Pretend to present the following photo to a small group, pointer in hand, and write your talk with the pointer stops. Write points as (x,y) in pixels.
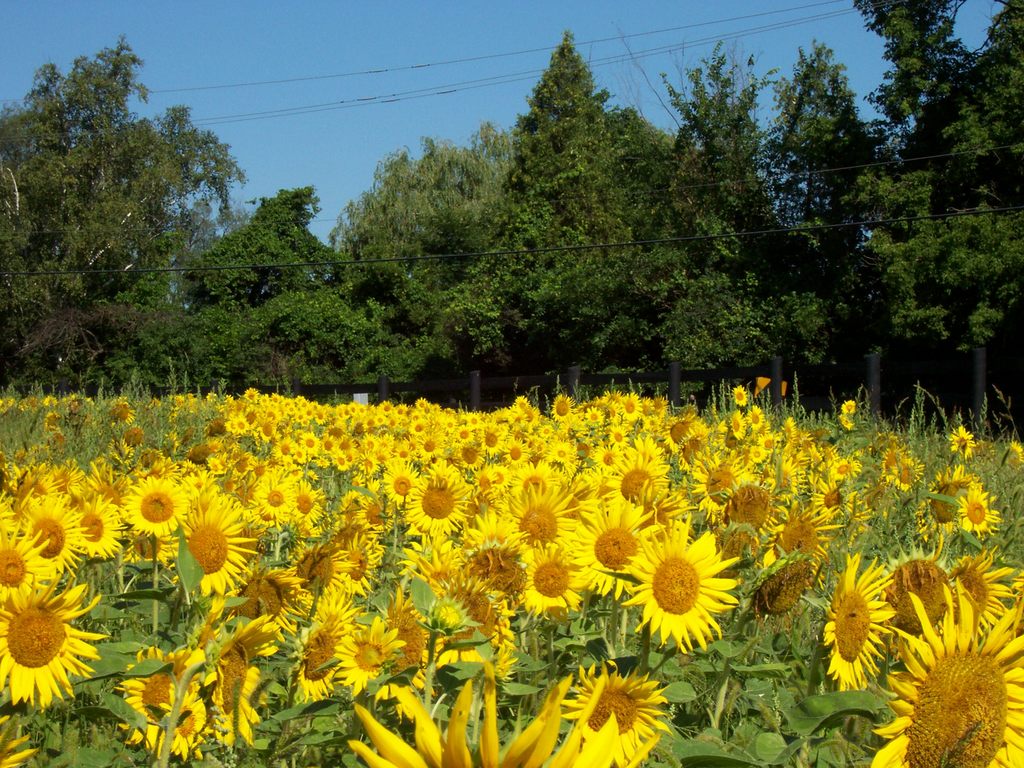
In this image I can see crop of sunflowers (627,498) and I can see trees (528,287) and electric wires (523,79) in the center of the image (550,350) and I can see the sky (432,44) at the top of the image (435,45).
